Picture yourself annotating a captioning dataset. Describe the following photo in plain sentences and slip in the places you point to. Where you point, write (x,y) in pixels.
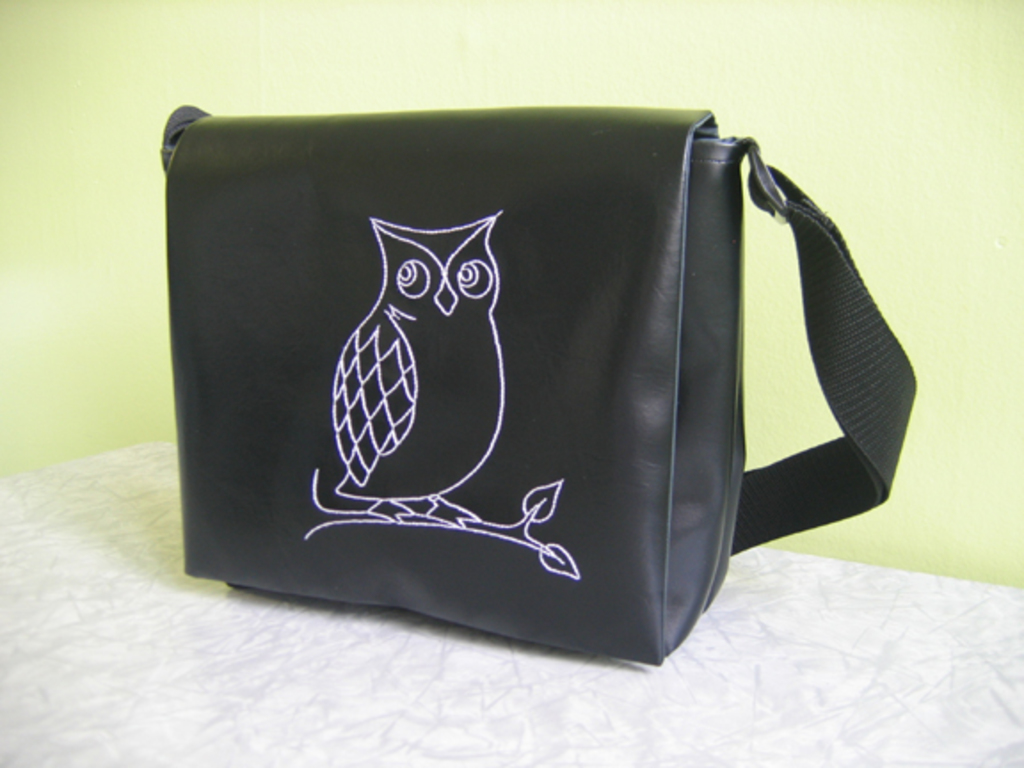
In the picture we can see a handbag (671,517), handbag (603,247) is black in color with a owl painting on it, it is placed on the table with white cloth (37,596), in the background (17,95) we can see wall (902,102) with light green, a bag (308,212) is having a black belt (767,488).
